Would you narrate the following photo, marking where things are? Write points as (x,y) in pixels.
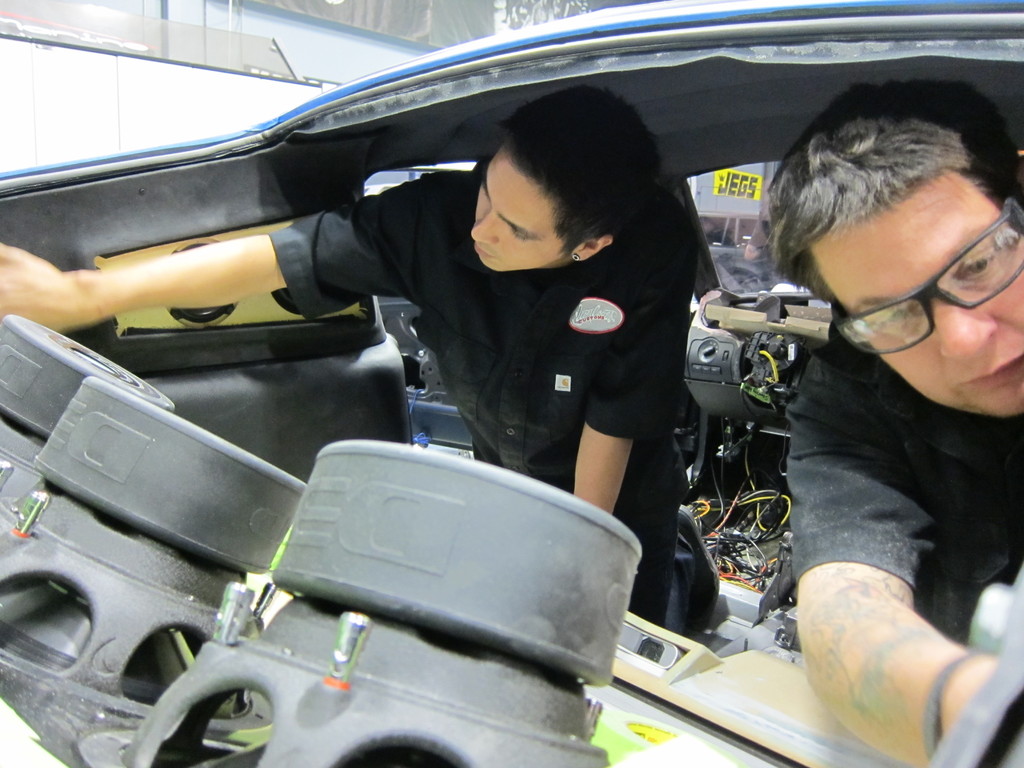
At the bottom of the picture (423,578), we see the black color objects (258,467). In the middle (438,334), we see two men (450,324) who are wearing the black dress (943,515) might be repairing the car (285,296). Behind them, we see the cables (747,511) and the inner parts (719,477) of the car (793,560). In the background (224,68), we see a building (332,64) and a board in yellow color with some text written on it. In the left top (159,207), we see the glass windows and a grey wall (396,50).
